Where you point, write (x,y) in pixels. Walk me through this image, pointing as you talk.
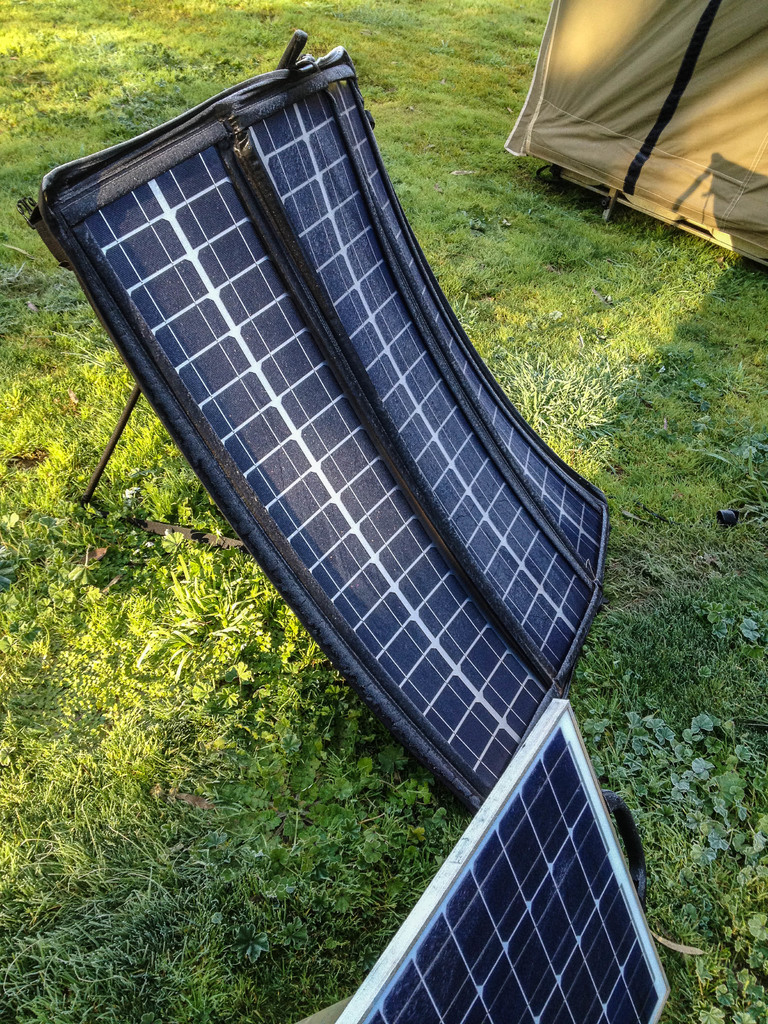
In this image there is grass (224,841) and small plants (216,863) at the bottom (195,941). There are solar panels (283,268) in the foreground (323,534). It looks like a tent (748,254) on the right corner (591,169).
